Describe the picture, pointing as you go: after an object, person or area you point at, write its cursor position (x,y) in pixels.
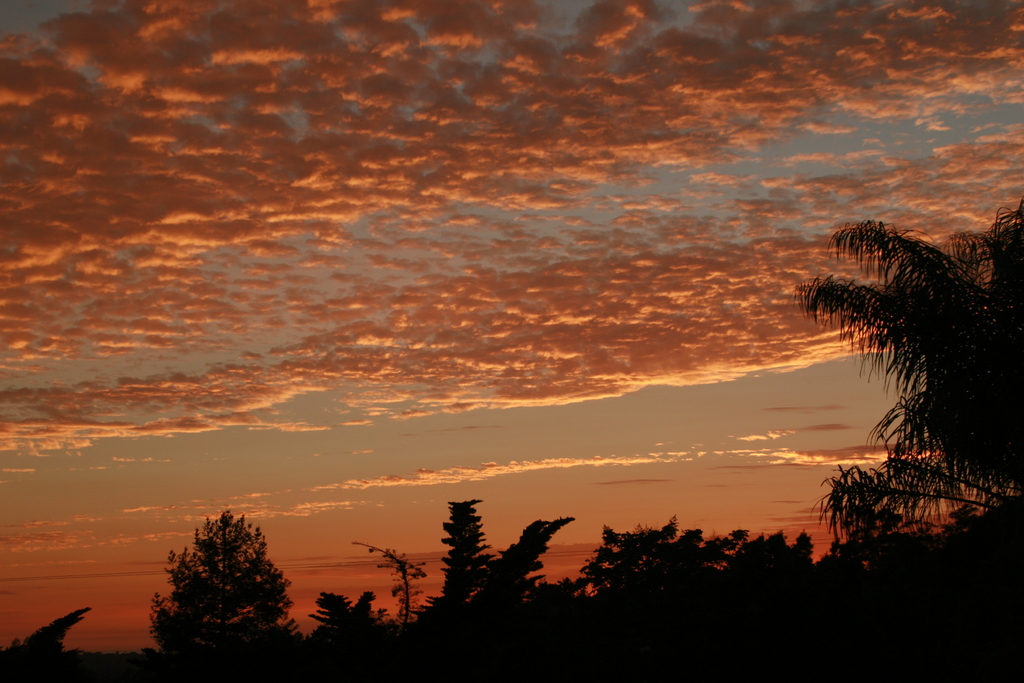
In this image I can see few trees (770,541) and the sky (464,253) is in orange, grey and white color.
